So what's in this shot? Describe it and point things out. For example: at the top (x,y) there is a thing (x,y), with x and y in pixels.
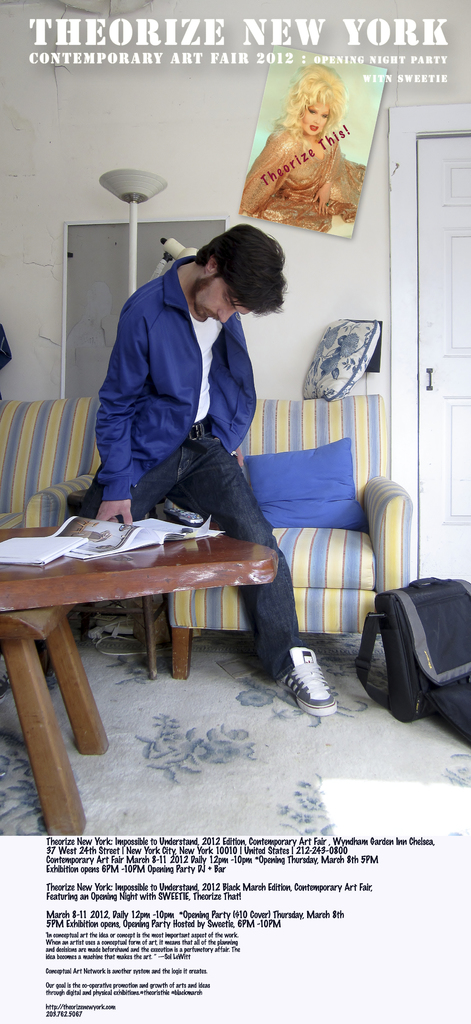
In the image there is a guy (146,455) sat on sofa (318,564), in front (95,541) there is a table (126,578) on which there is a book (168,525) which he is staring into. It seems to be of article, below there was written script (143,861). Beside him there is a white door (418,406) and in front of it there is a bag (443,643) above there is a photo (330,174) of a lady (341,192).
